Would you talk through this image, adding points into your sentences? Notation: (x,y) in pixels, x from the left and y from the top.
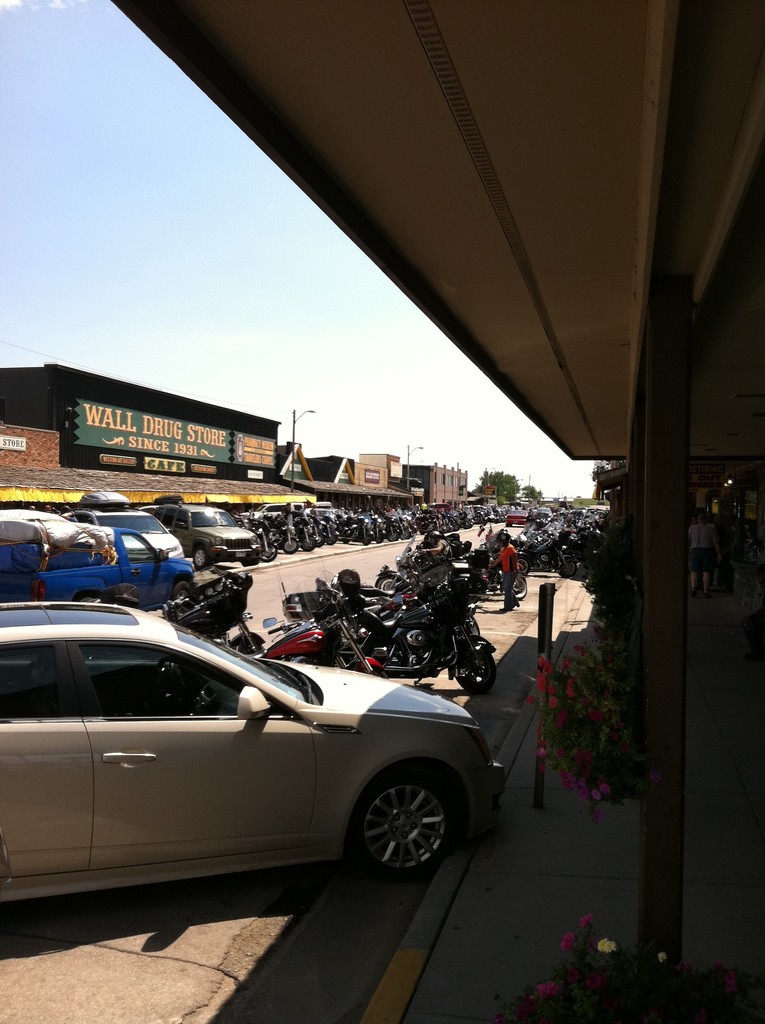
In the center of the image (400,570) we can see some vehicles (425,517), a man (506,570) is standing. On the right side of the image (606,586) we can see shade (623,294), plants (613,699), flowers (600,736), footpath (713,952). In the middle of the image (356,464) we can see buildings (268,466), boards (162,470), roof (246,483), trees (501,482). At the top of the image (189,188) we can see the sky (177,203). At the bottom of the image (173,943) we can see the road (131,992).
